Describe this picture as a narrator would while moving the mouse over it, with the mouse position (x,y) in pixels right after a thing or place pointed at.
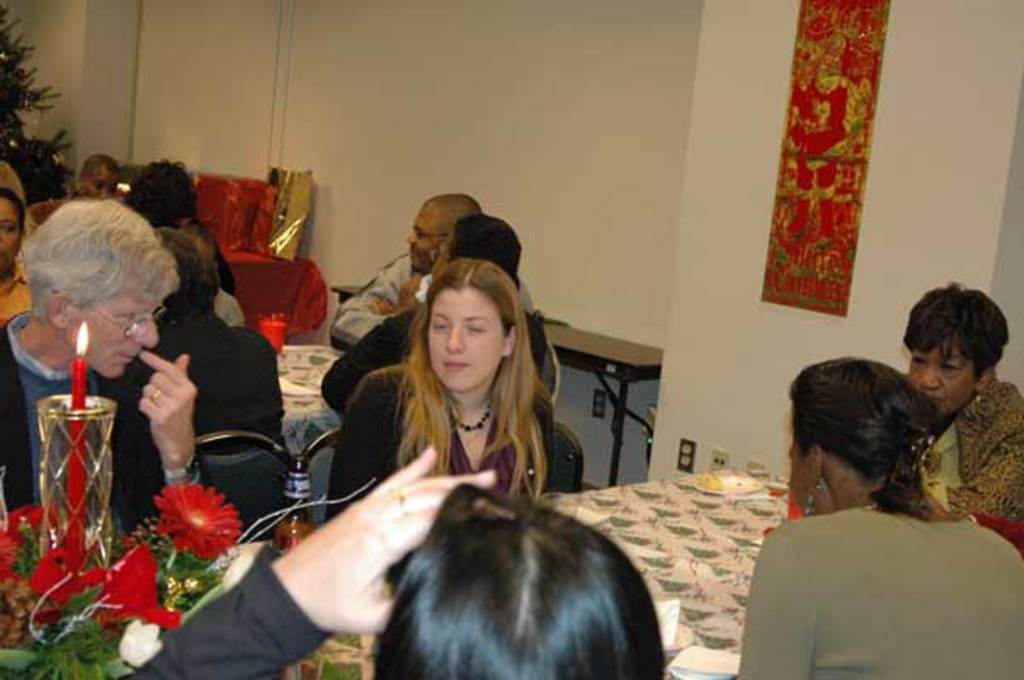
As we can see in the image there is wall (649,260), plant (32,107), group of people (390,400) sitting on chairs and there are tables (321,308). On tables (636,551) there are plates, tissues (664,610), candle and flowers (205,504).
